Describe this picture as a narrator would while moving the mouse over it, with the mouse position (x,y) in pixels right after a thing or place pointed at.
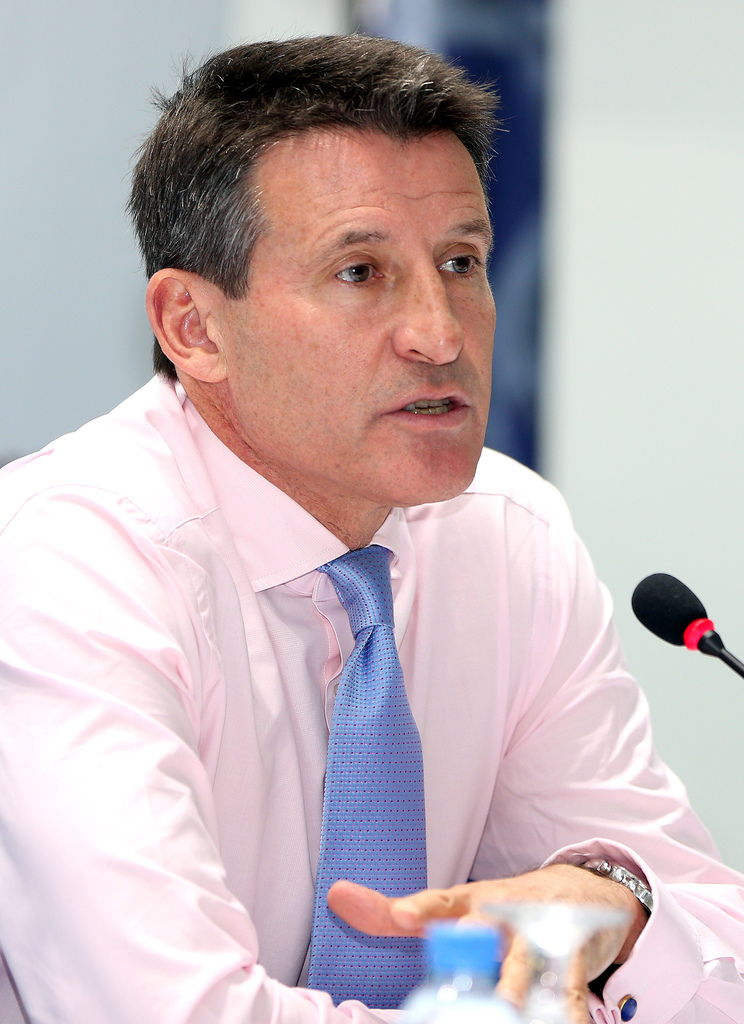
In this picture we can see a person (376,692), in front (691,608) we can see microphone (687,621) and water bottle (471,963).
